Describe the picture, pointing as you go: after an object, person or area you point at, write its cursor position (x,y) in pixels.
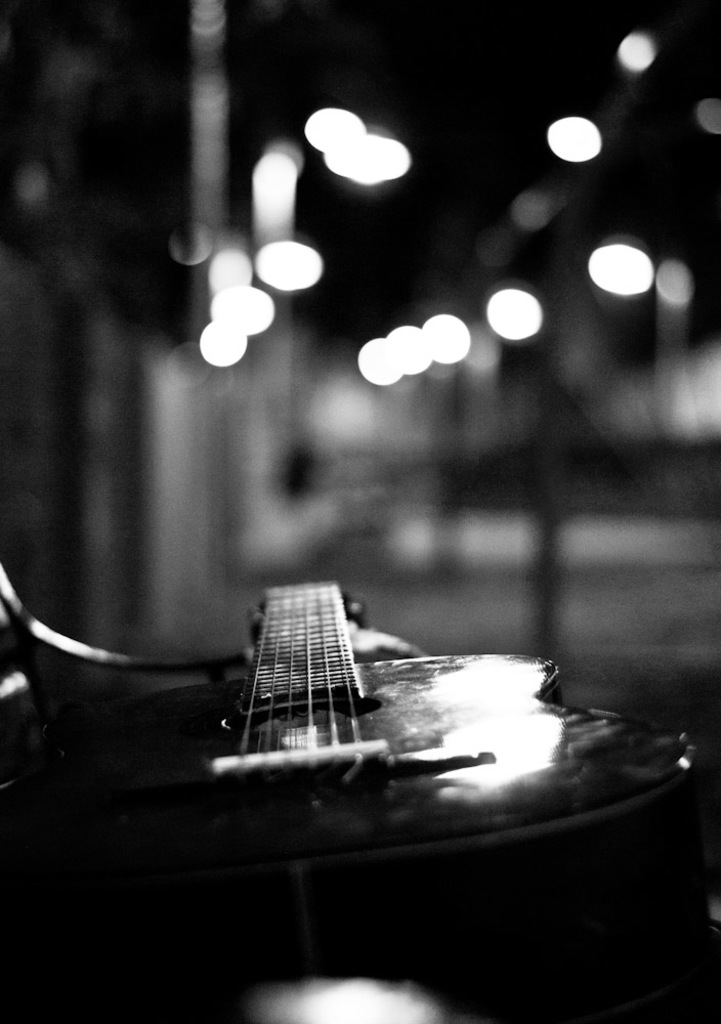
here we can see a guitar (373,671) on the ground (387,593), and at above there are lights (355,180).
